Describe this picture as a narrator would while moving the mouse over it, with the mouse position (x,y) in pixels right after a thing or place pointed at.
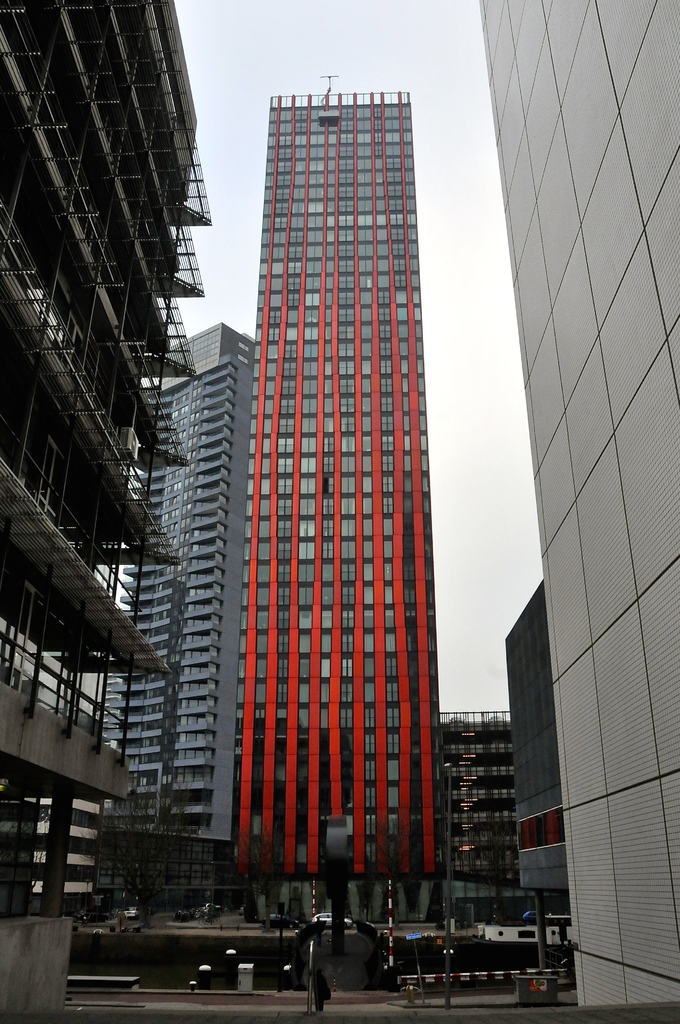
In this picture we can see few buildings (256,776), metal rods (136,635), tree (261,881) and vehicles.
